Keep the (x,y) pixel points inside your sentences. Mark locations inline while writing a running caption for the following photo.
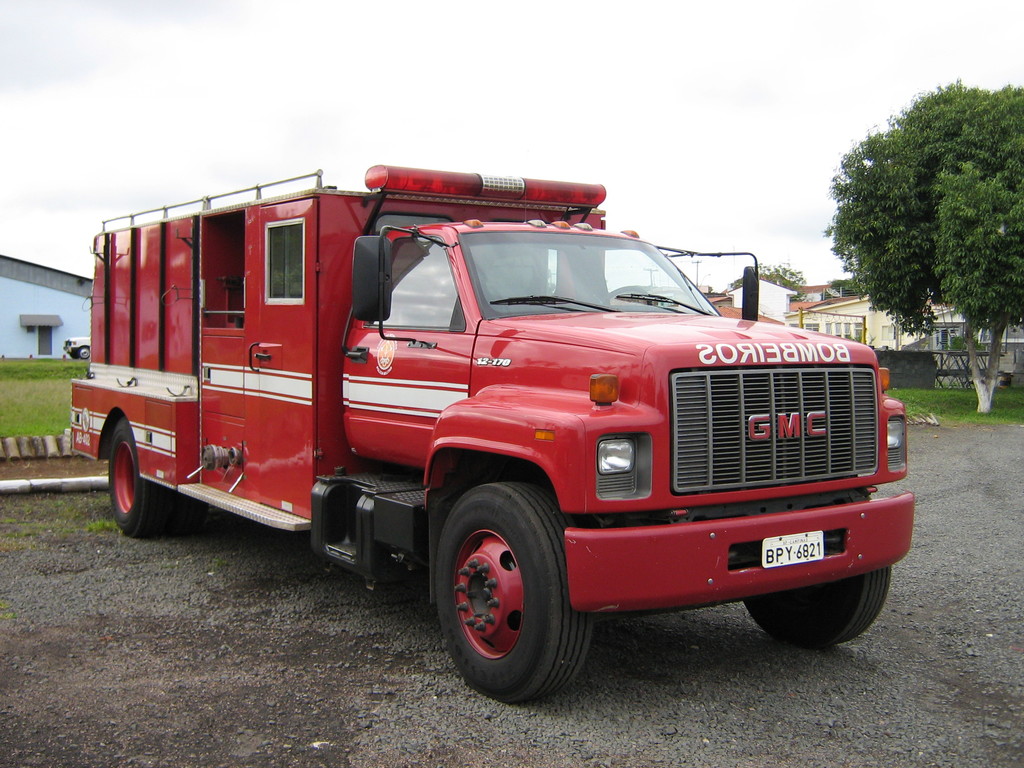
In this image we can see motor vehicles (435,443) on the road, trees (955,277), grass (52,375), buildings (844,329) and sky (721,88) with clouds (183,58).
